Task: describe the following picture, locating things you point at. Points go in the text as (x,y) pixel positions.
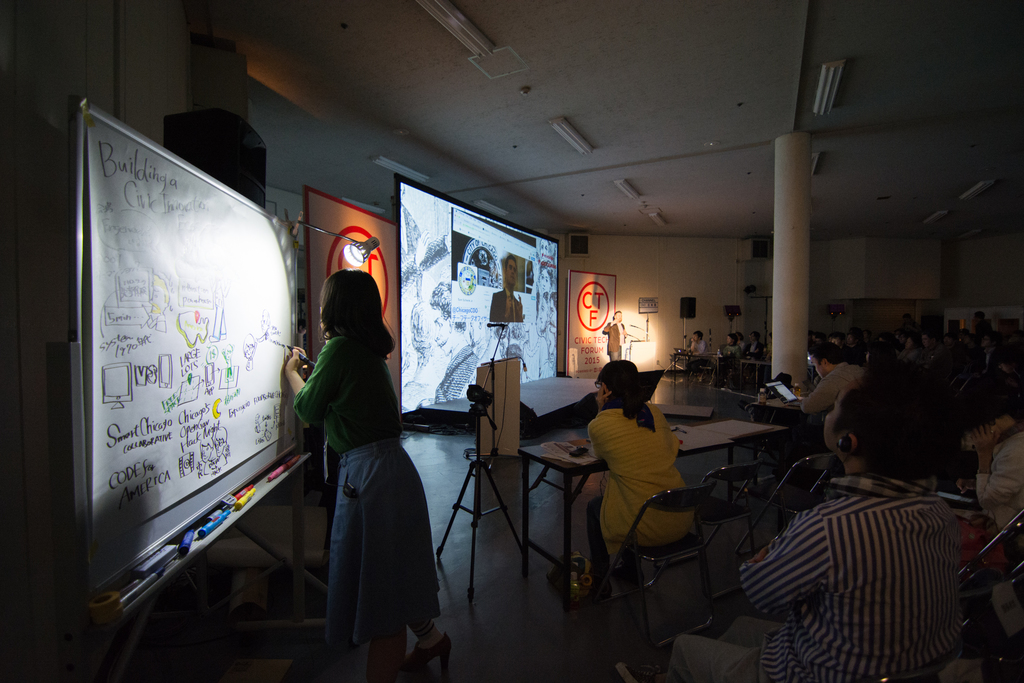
As we can see in the image there is a screen (546,313), a whiteboard (151,253) and few people (632,457) sitting on chairs (793,465) and in the front (690,444) there is a table (680,440).
